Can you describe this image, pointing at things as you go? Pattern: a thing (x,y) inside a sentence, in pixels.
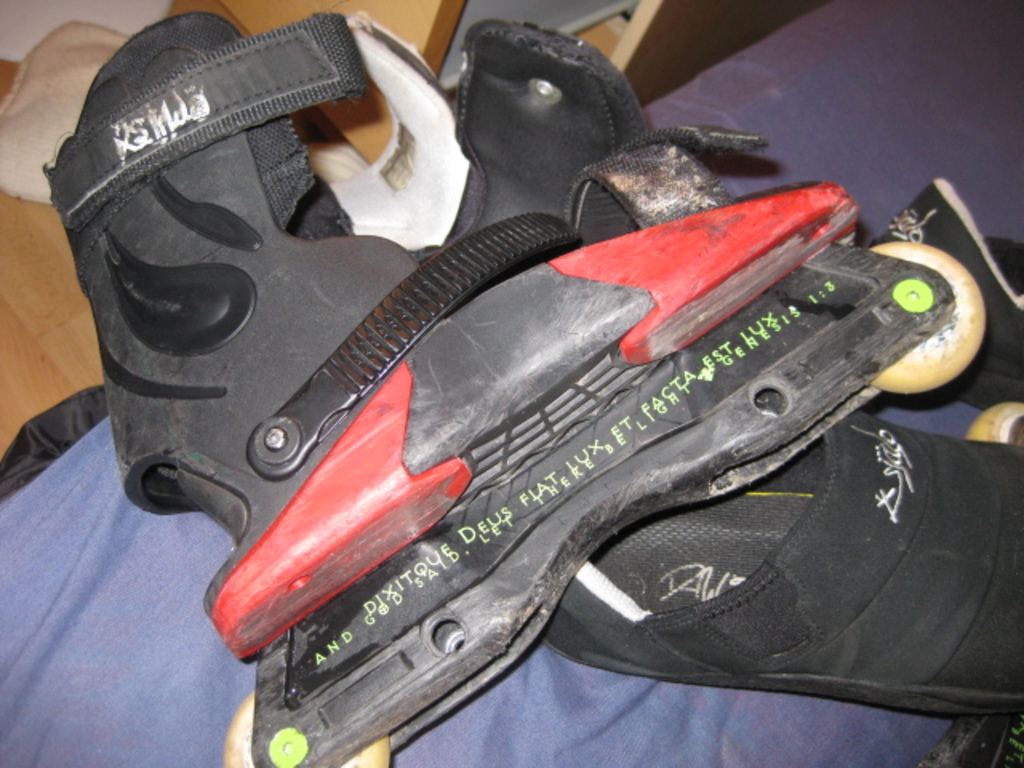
There is a pair of a skating shoes (529,469) as we can see in the middle of this image (642,380).
